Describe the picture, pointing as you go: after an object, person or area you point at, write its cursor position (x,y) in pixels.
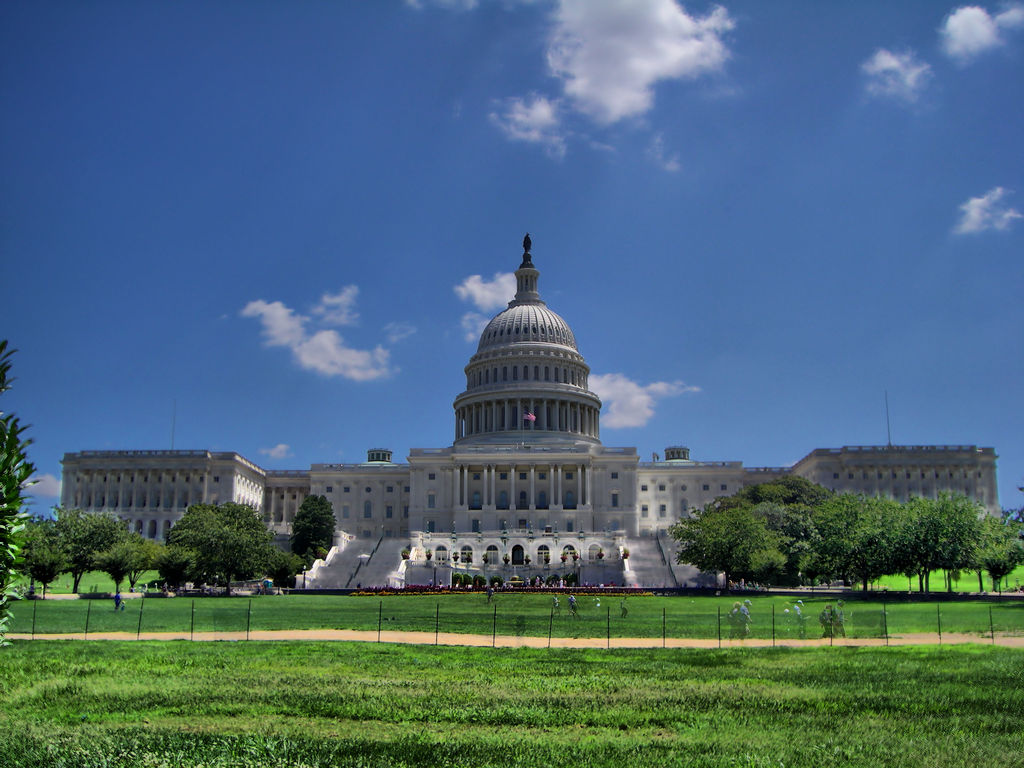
In this image, we can see a building (561,546) with walls (494,542) and pillars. Here we can see so many trees (987,569), plants (7,572), grass (378,727) and poles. Background there is a sky (434,213).
